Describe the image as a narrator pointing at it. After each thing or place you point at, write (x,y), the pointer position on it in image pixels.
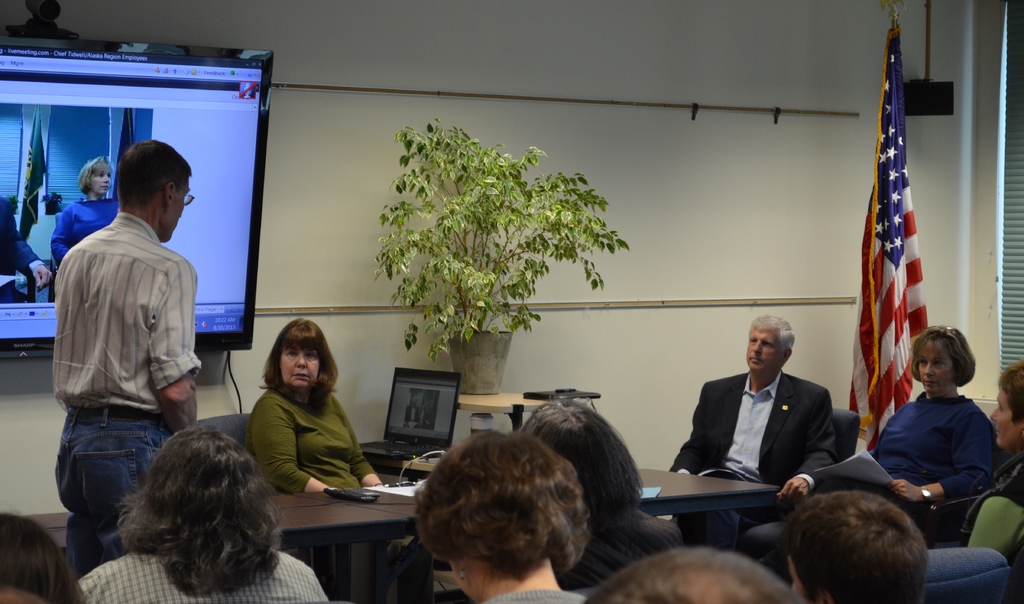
Persons (921,477) are sitting on a chair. This person (112,396) is standing. On this table (362,507) there is a remote (364,494) and papers (404,488). On this table (497,401) there is a laptop (393,438) and plant (480,323). Backside of this person's (923,417) there is a american flag (877,241). A television (205,228) on wall (279,157). This woman (921,457) is holding papers (846,464).
